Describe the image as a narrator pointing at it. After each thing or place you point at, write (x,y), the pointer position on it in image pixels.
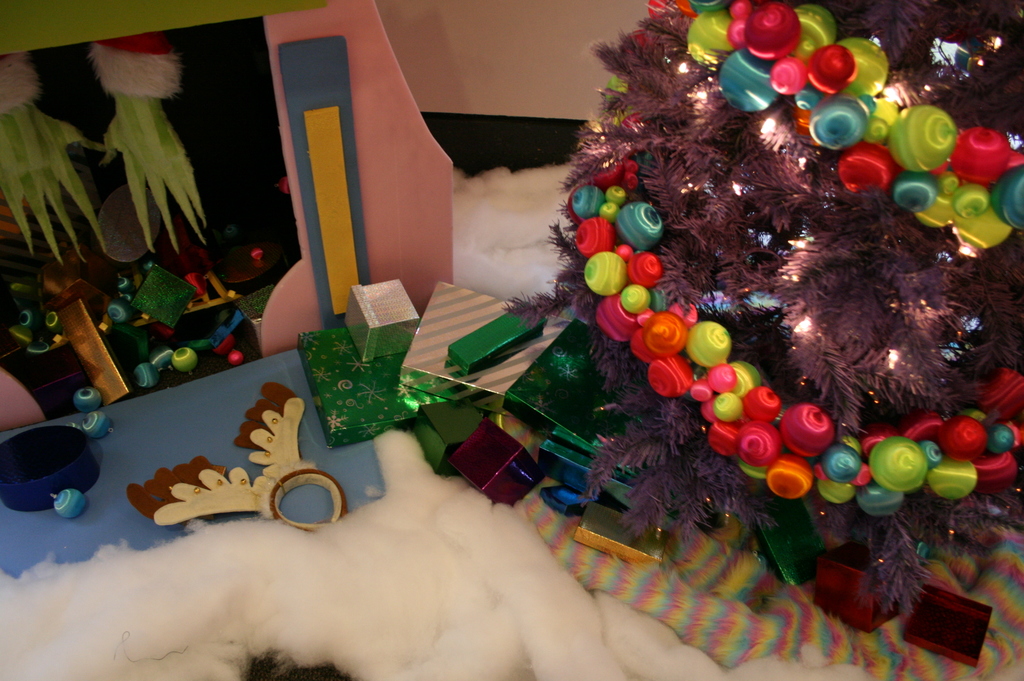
This image is taken indoors. In the background (510,87) there is a wall (517,107). At the bottom of the image (268,642) there is a cotton (300,612) and there is a woolen cloth (688,608). On the right side of the image (873,3) there is a Christmas tree (684,176) decorated with rope lights (702,97) and decorative items (951,455). In the middle of the image (421,377) there are many gift boxes (444,364) and a few decorative items (29,441). At the top left of the image (220,154) there is a cabin (218,190) with a few decorative items (205,288) and there is a cotton (498,215).
